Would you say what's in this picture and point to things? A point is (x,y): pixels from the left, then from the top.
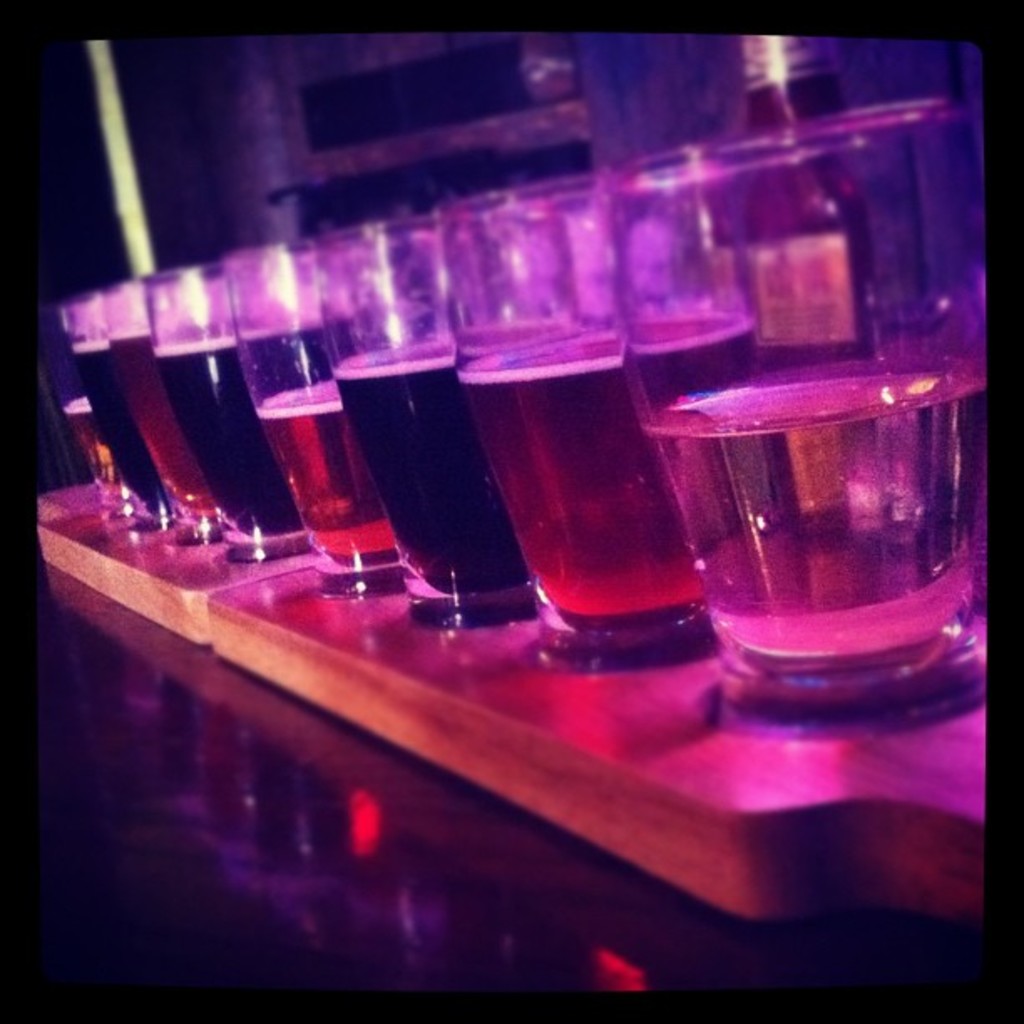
In this image I can see a brown colored board (613,746) on the black colored surface (287,813) and on the board (511,729) I can see few glasses (704,386) in which there are liquids (204,437) which are black and red in color. In the background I can see a bottle (792,111).
